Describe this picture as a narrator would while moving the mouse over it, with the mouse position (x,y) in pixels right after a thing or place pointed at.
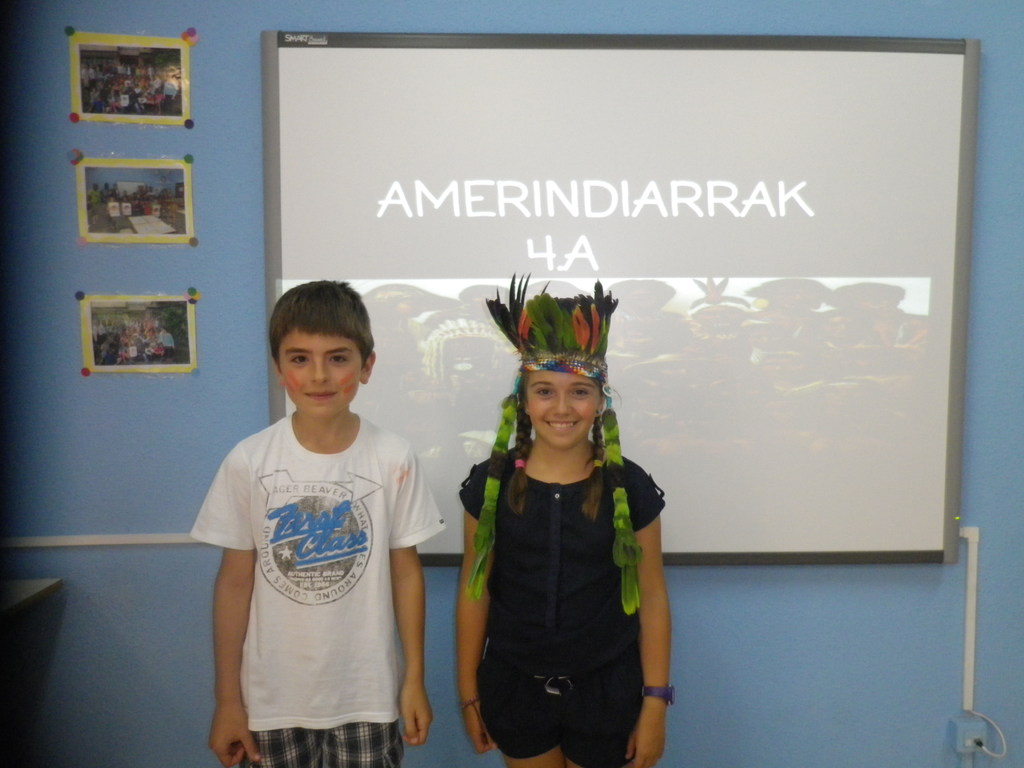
At the bottom of the image (420,710) two kids (595,337) are standing and smiling. Behind them there is a board (388,99) and there are some posters (117,48) on a wall (33,224).
